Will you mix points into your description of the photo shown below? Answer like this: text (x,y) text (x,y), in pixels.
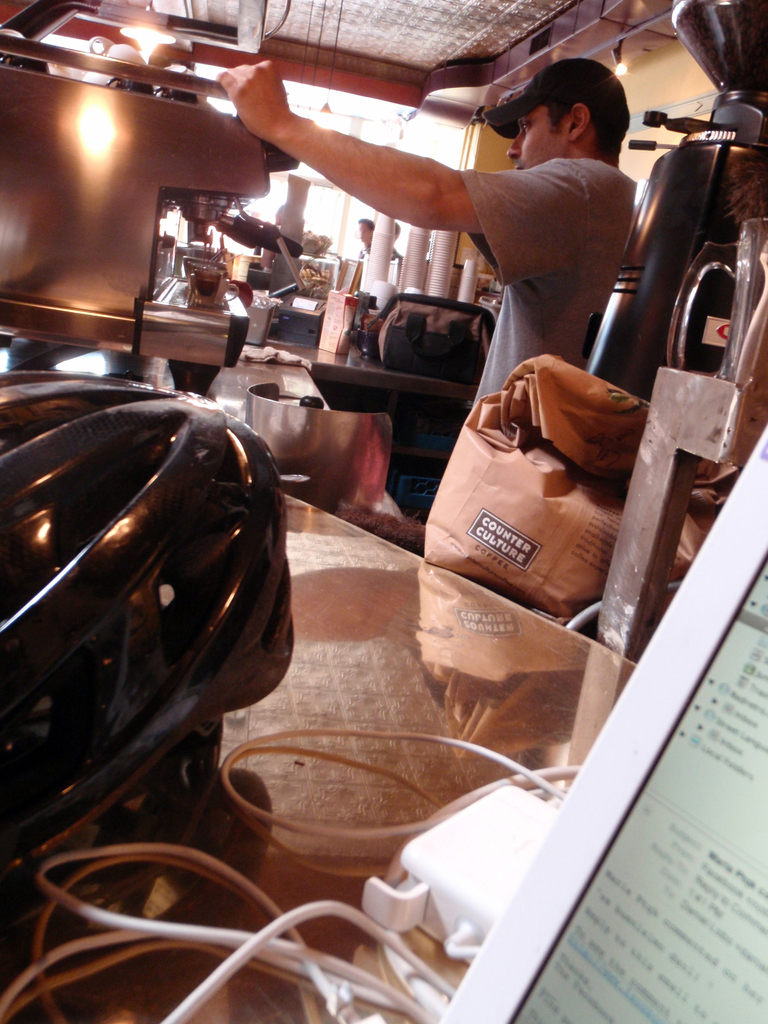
In this picture I can see the man (593,195) who is standing near to the machine (227,214). On the platform (301,572) I can see the helmet (177,702), cables (321,989), screens (600,988) and other objects (544,826). In the back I can see the persons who are standing near to the door (331,216). At the top (458,52) there is a roof (430,52) of the building (419,52). In the top right corner (621,46) I can see the lights (617,60).
